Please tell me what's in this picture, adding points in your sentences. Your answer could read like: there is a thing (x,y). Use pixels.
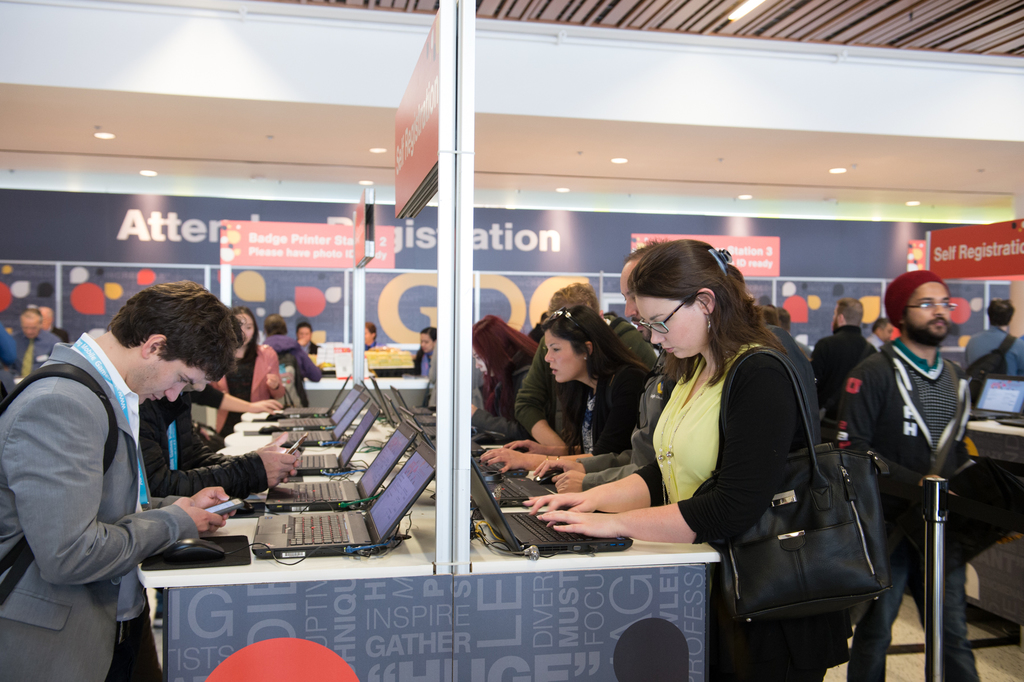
The picture is taken in a registration area (9,261). In the foreground of the picture (400,402) there is a desk (356,572), on the desk (352,558) there are laptops (317,541), cables (476,510), mouses (263,431) and other objects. On the left (39,534) there are people (56,432) standing. On the right (861,390) there are people (869,377) standing. At the top of the picture (84,224) there are hoardings (385,214) and lights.
